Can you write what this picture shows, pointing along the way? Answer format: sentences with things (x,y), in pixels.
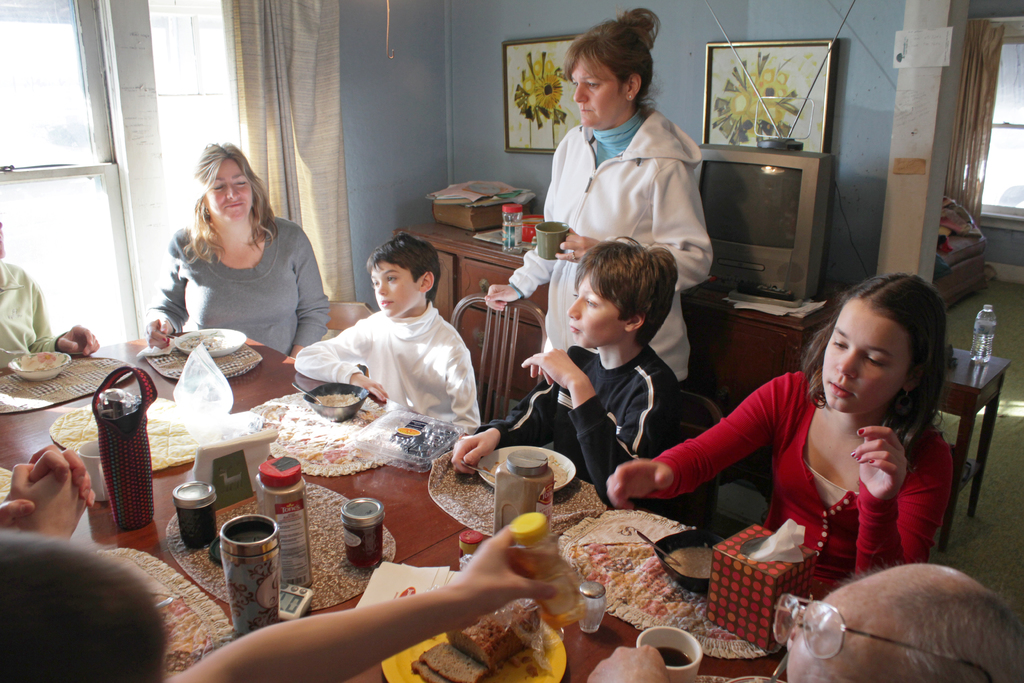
In the center of the image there is a table (404,540). On the table (404,540) we can see the plates (46,371), container (249,526), bottles (382,526), vessels (257,553), food items (513,639), box (736,591), spoon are there, beside the table (2,438) some persons (572,418) are sitting on a chair (686,505). At the top of the image (480,98) we can see wall (397,88), curtain (252,74), window (225,101), frames (520,131), tv (709,187), cupboards (487,259) are there. On the right side of the image (980,393) there is a table (983,366), on the table (975,368) a bottle (982,361) is there. At the bottom of the image (978,547) floor (990,541) is present.
